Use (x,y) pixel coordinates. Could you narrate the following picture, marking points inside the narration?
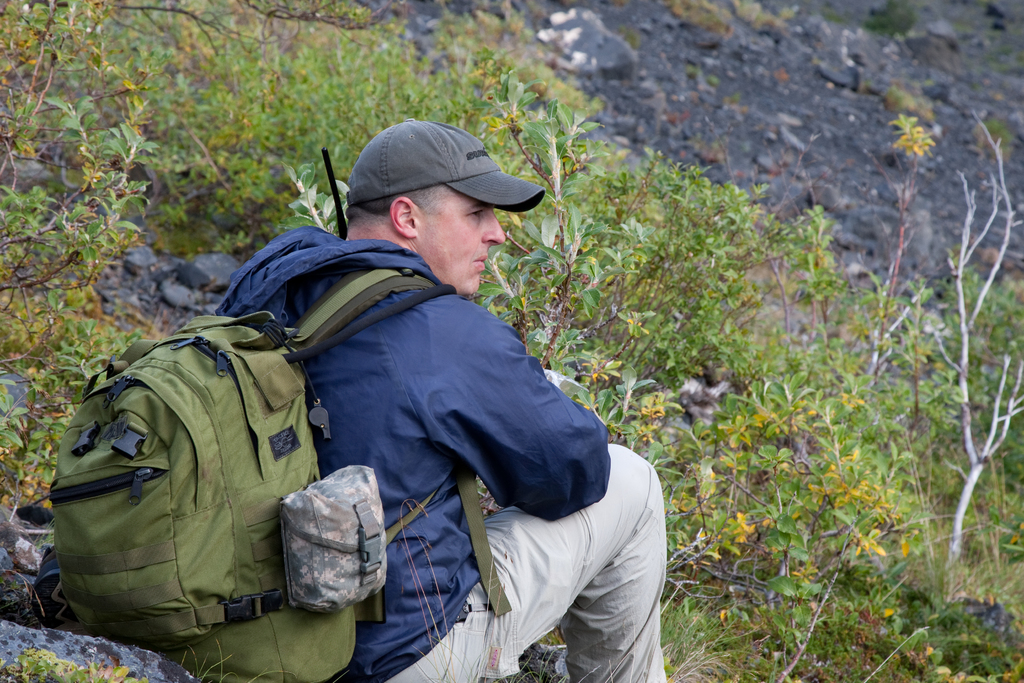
This image consists of plants (751,526) and a man (494,543). He is having a backpack (233,458). He also has a cap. He is wearing blue color jacket (467,444).
